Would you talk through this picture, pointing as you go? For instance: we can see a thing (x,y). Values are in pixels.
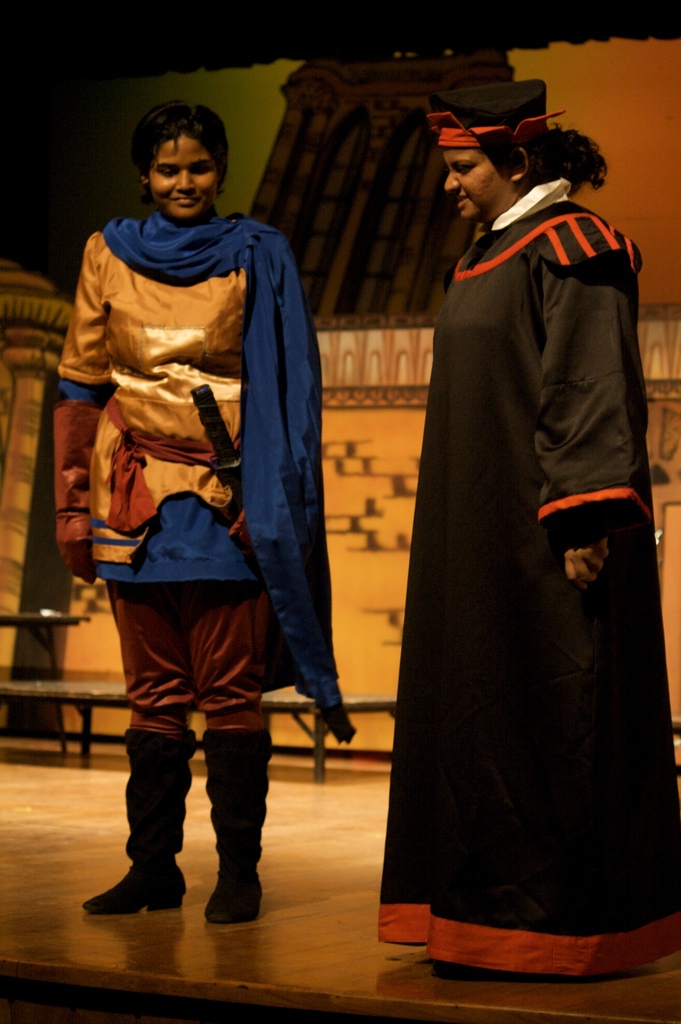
In this image in the center (305,456) there are persons (281,461) standing. In the background (328,194) there is a stage (68,285) and there is a bench (311,706). In the front (181,445) on the left side (159,461) the person (189,485) is standing and smiling.
